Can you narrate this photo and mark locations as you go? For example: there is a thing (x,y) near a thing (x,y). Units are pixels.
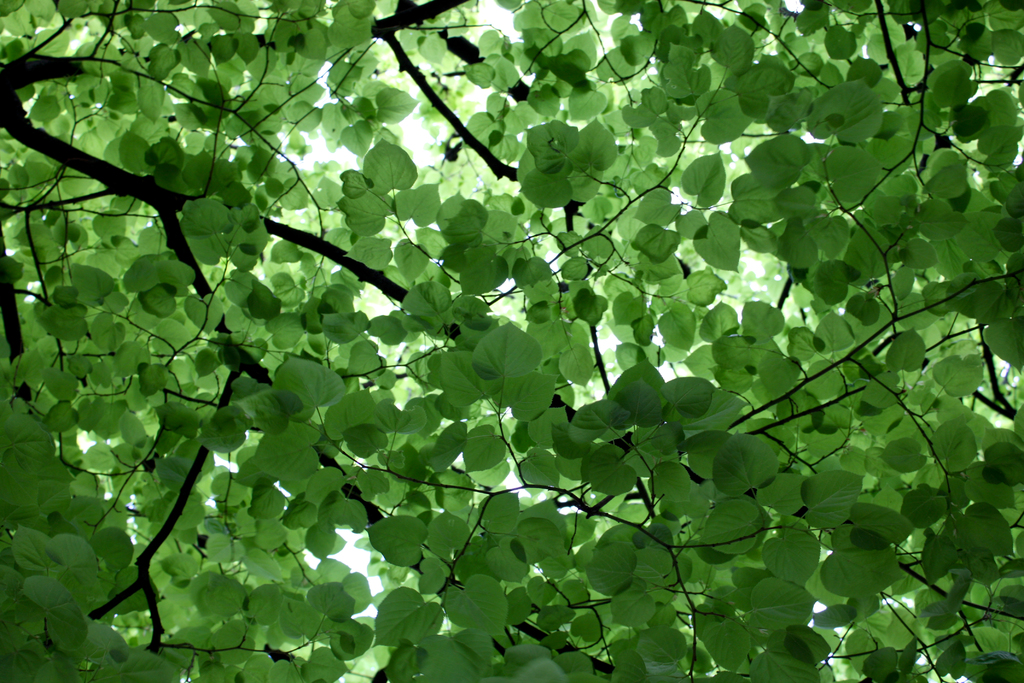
In this picture we can see many green leaves (920,389) and branches (184,200) of a tree (308,405).
